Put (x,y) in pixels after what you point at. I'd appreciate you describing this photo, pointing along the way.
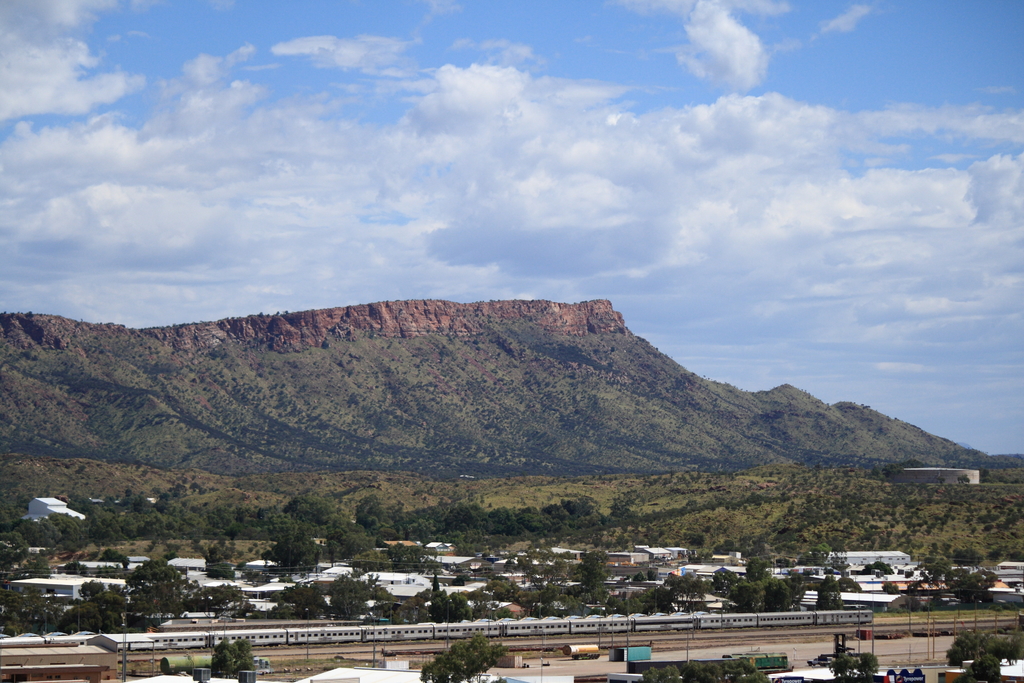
There is a train (642,624). Also there are many trees (438,586) and buildings (664,555). In the background (182,392) there are hills (519,459) and sky (616,190) with clouds (708,212).
